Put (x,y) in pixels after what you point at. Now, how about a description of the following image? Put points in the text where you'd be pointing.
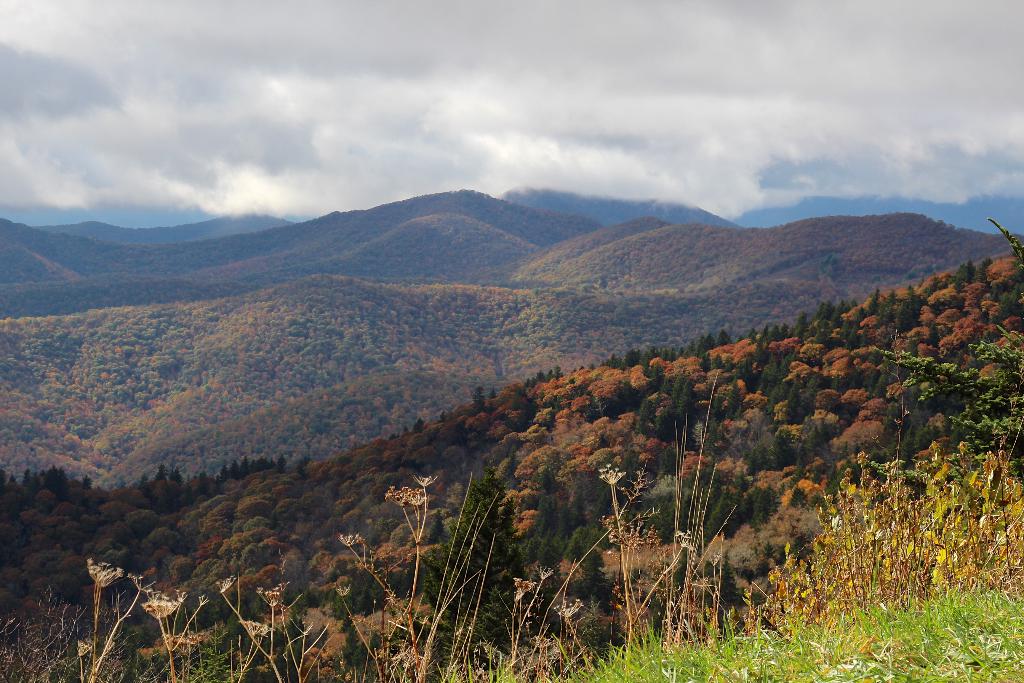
This is grass (761,631). Here we can see plants (615,535) and trees (565,383). In the background (598,316) we can see mountain (404,259) and sky (627,154) with clouds (884,155).
